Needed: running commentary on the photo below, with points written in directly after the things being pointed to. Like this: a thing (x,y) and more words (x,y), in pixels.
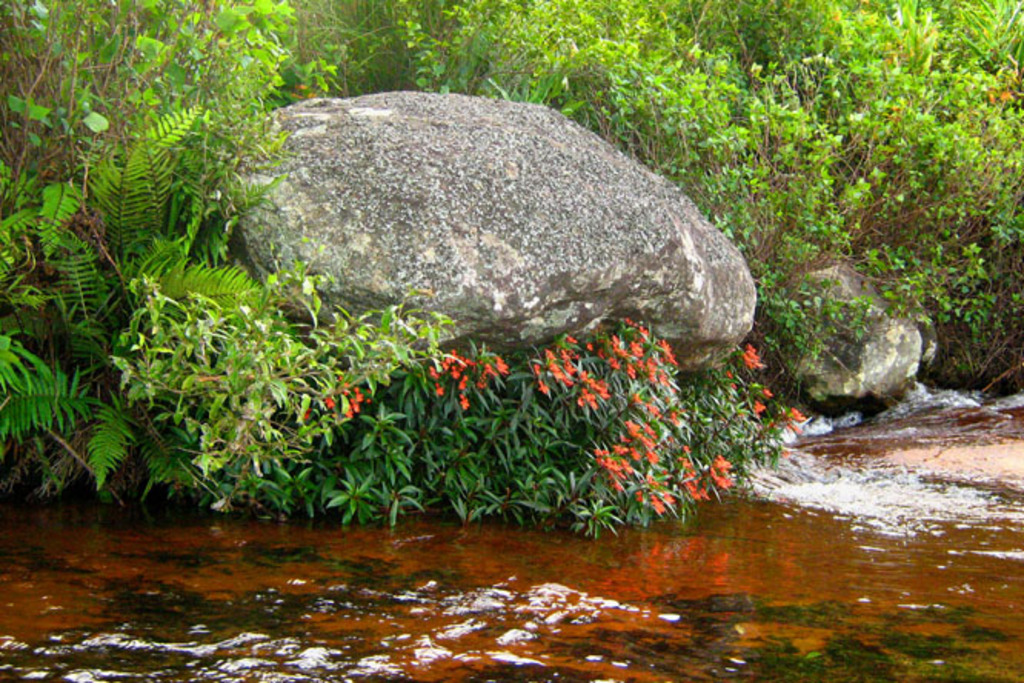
This image consists of water (541,611), flowering plants (621,506), rocks (691,312) and trees (746,235). This image taken, maybe during a day.
